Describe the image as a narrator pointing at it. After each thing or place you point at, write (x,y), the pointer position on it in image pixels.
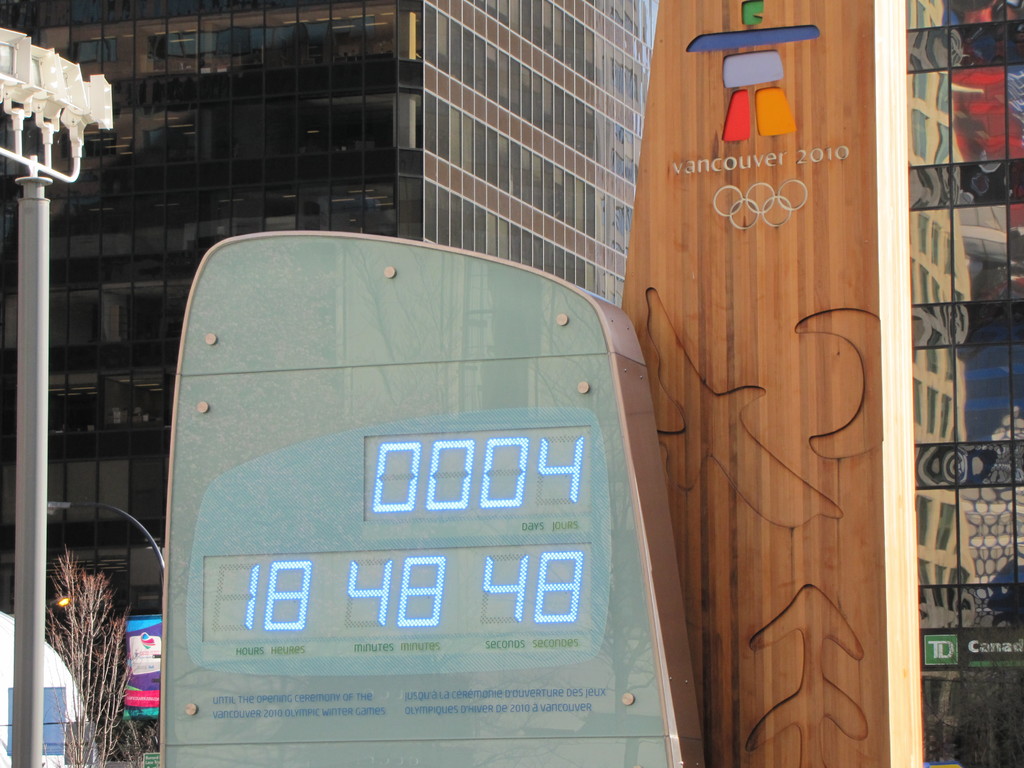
In this picture we can see few hoardings (261,681), buildings (482,104) and plants (114,672), and also we can see a pole (21,261), lights (44,85) and clock (328,481).
